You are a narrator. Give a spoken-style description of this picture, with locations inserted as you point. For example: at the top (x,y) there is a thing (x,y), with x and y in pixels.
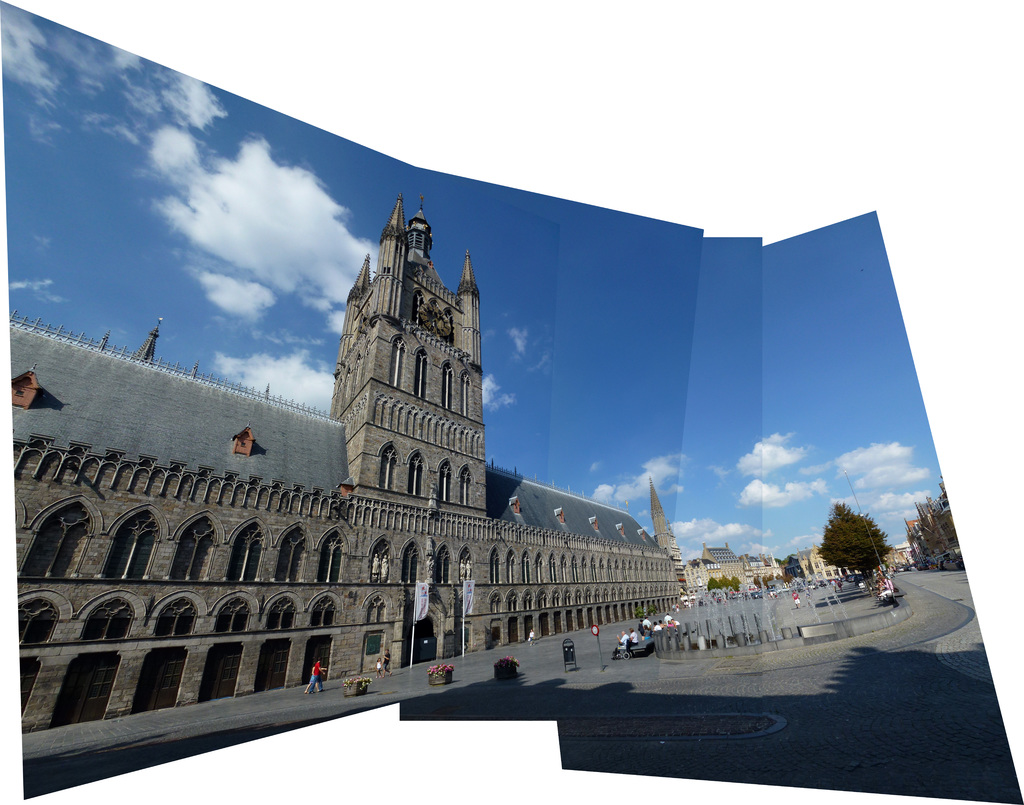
In this image in the middle (403,289), there is a steeple (389,292), window (285,565), some people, fountain (768,638), water (786,605), trees (828,536), buildings (799,565), sky (802,441) and clouds (350,269).
